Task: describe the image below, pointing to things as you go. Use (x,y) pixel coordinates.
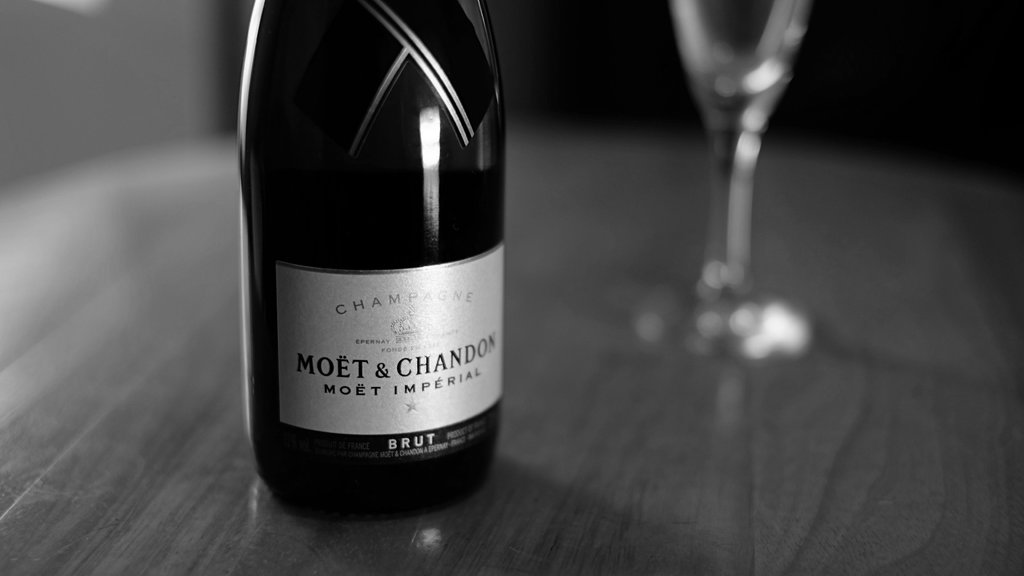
This is a black and white image. Here I can see a table (713,506) on which a bottle (447,187) and a wine glass (730,97) are placed. To the bottle (388,339) I can see a white color sticker (369,315) on which I can see some text (408,366).
